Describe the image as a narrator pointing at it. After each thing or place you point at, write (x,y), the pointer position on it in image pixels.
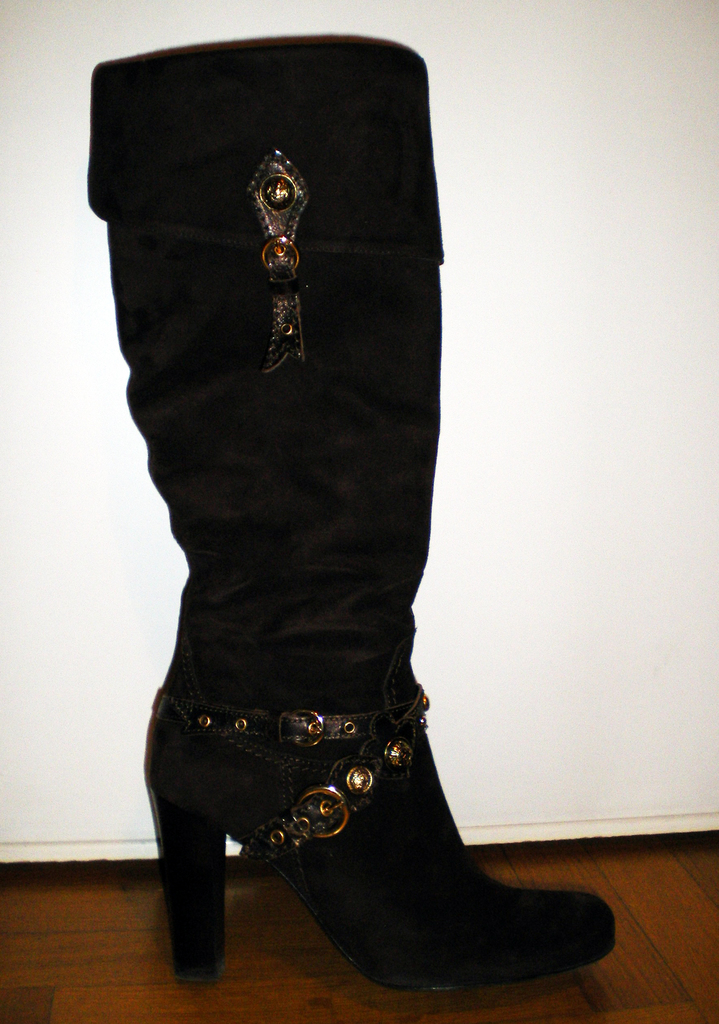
In the center of the image (240,475) we can see shoe (177,742) placed on the ground (129,976). In the background (669,388) there is wall (77,544).
